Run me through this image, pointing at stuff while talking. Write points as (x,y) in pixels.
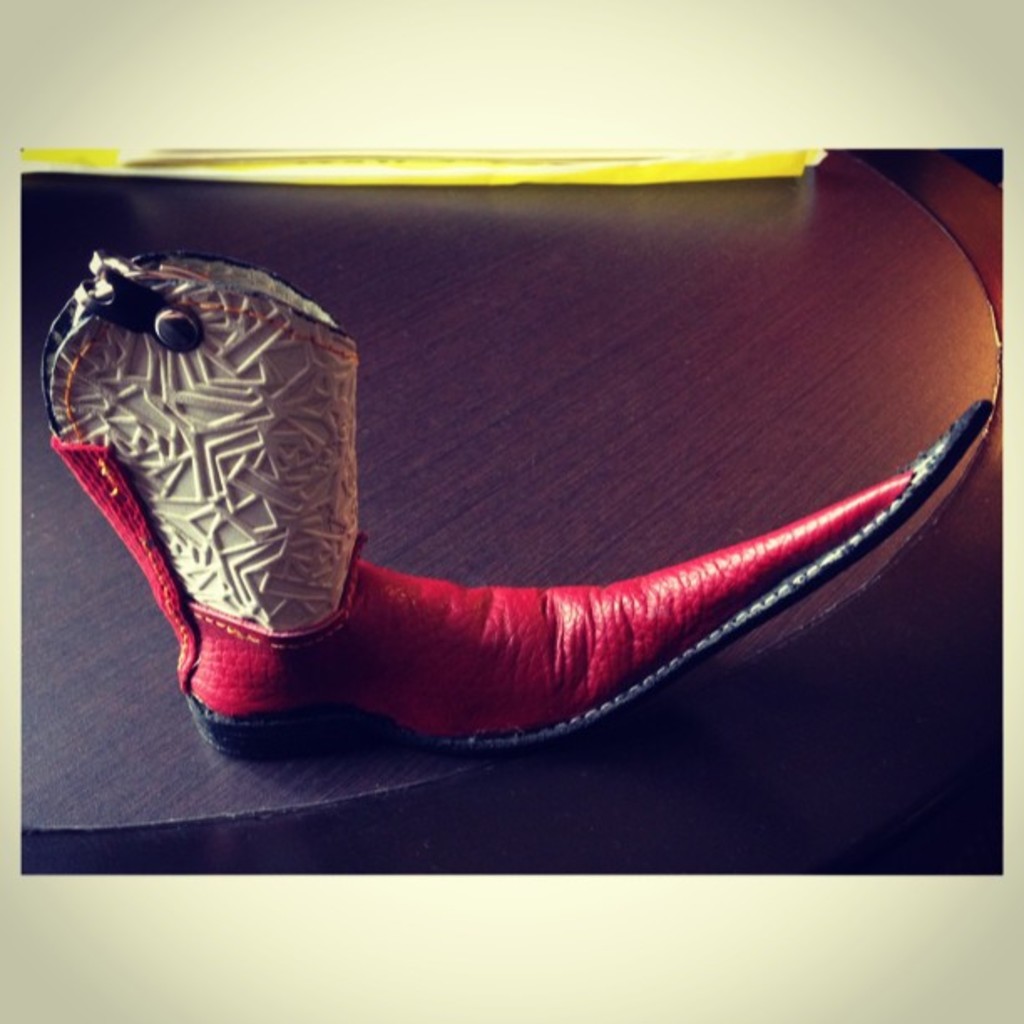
This is a red color shoes (448,583).
